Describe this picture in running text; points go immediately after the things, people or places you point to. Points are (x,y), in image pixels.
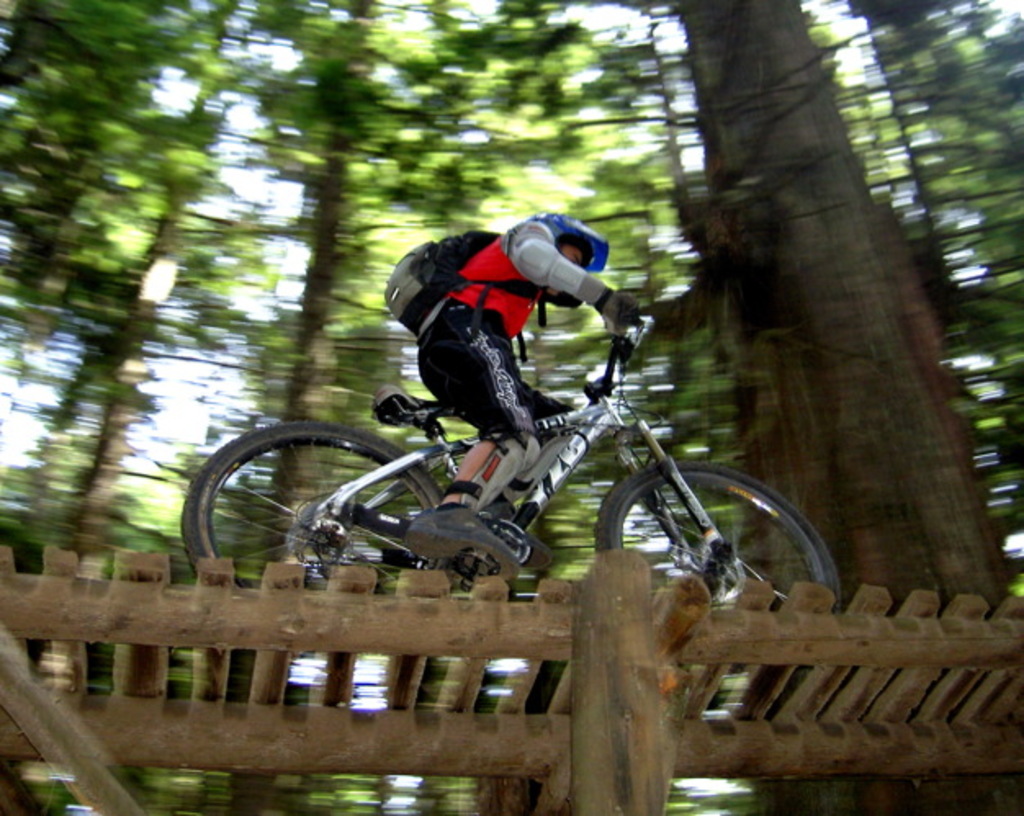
In this image we can see a person (530,268) riding the bicycle (289,497) on the wooden path (881,626). In the background (427,157) there are trees (402,186) and sky (53,345).
